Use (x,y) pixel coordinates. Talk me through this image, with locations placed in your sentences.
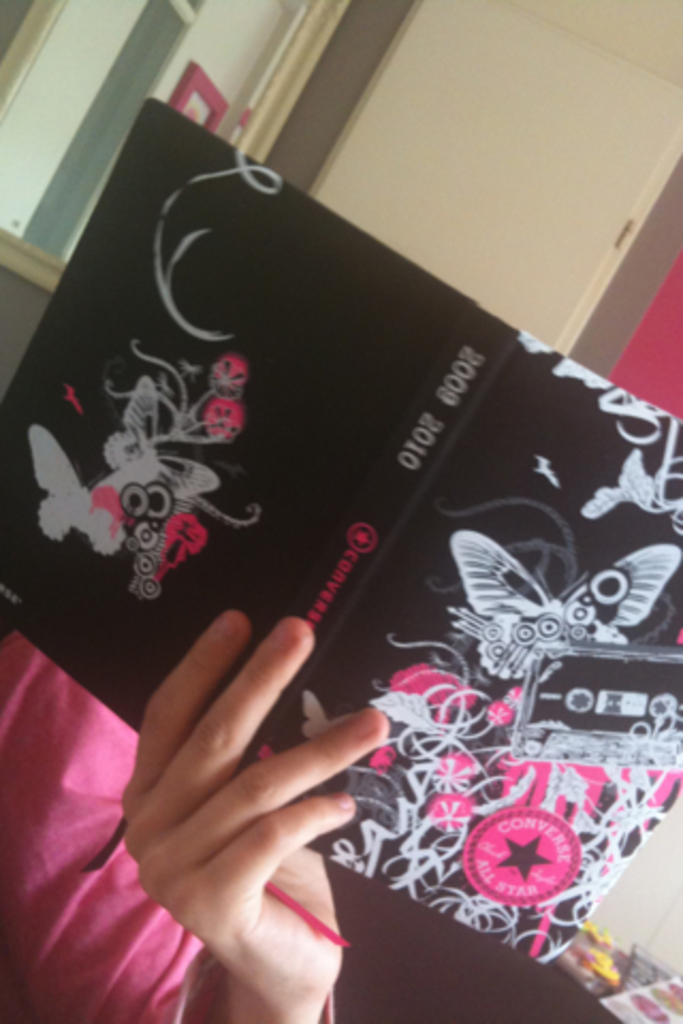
In this image there is a person (230,842) who is holding the book (456,720). On the left side (129,70) top there is a mirror (168,85). In the background (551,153) there is a wall (663,271). On the book (549,645) there is some design (520,734).
